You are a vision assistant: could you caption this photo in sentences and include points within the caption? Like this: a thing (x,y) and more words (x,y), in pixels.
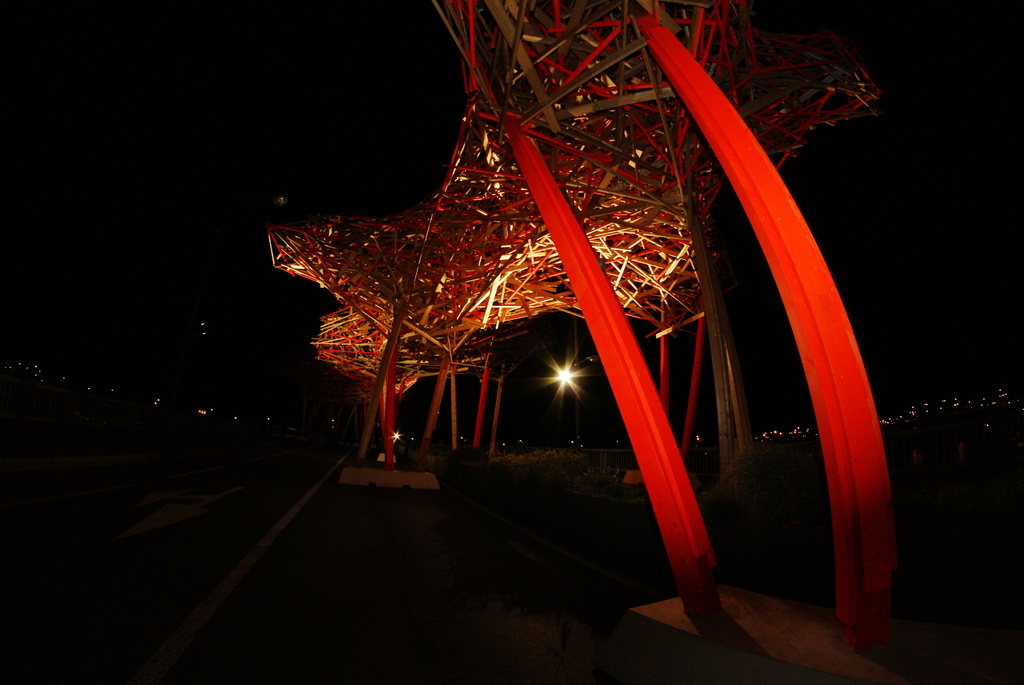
In the center of the image (535,315) we can see a sculpture (624,394). At the bottom (182,528) there is a road (231,553) and there is a light (574,376). In the background (960,407) there are buildings (944,410).
